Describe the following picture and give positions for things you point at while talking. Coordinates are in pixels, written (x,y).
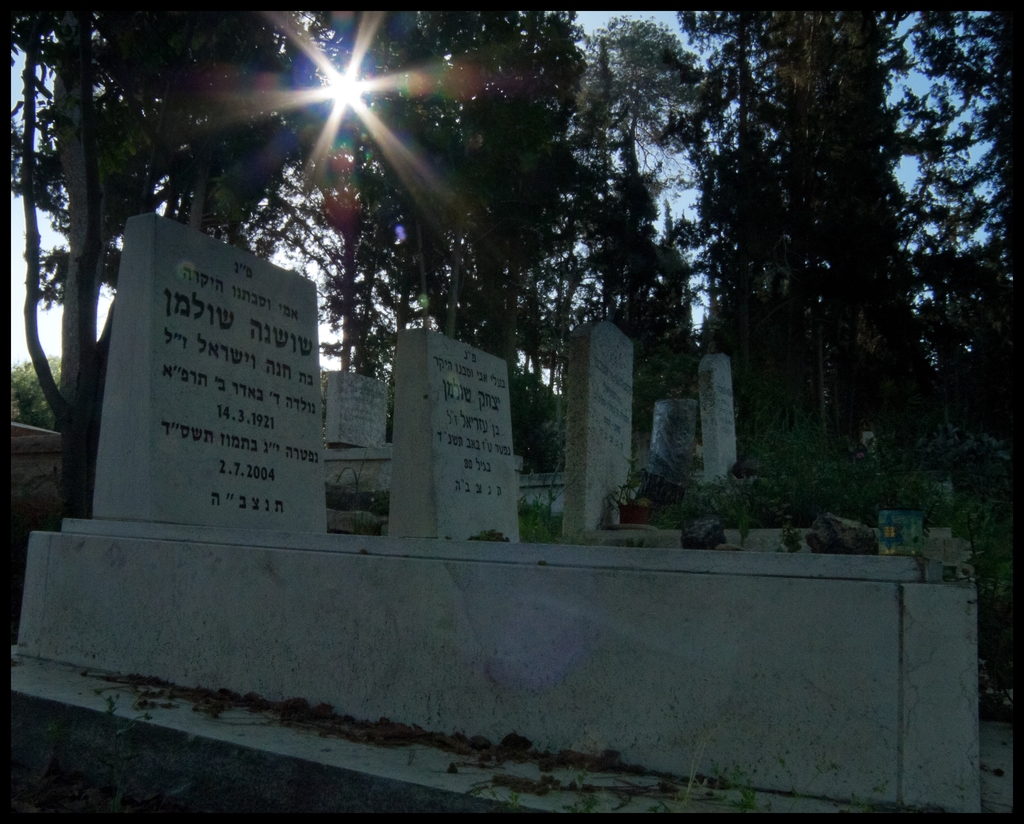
In this image we can see the graves (493,427) and we can also see the text (283,396) on the graves (615,427). In the background (741,419) we can see the trees (652,206) and also the grass (789,455). We can also see the sun (341,78) and also the sky (597,15) and the image has borders (3,21).
